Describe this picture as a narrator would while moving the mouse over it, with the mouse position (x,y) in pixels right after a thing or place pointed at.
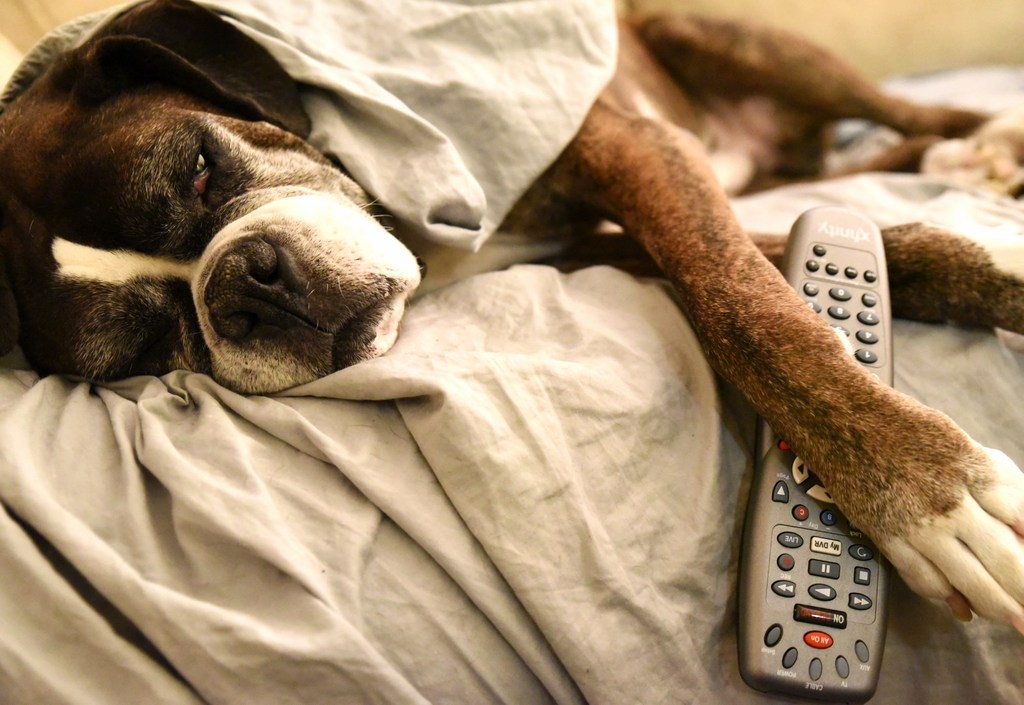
In this picture I can see a dog (779,151) laying on the bed (789,187) and I can see a remote (782,549) under its leg (798,412) and I can see a blanket (545,86) on it.
